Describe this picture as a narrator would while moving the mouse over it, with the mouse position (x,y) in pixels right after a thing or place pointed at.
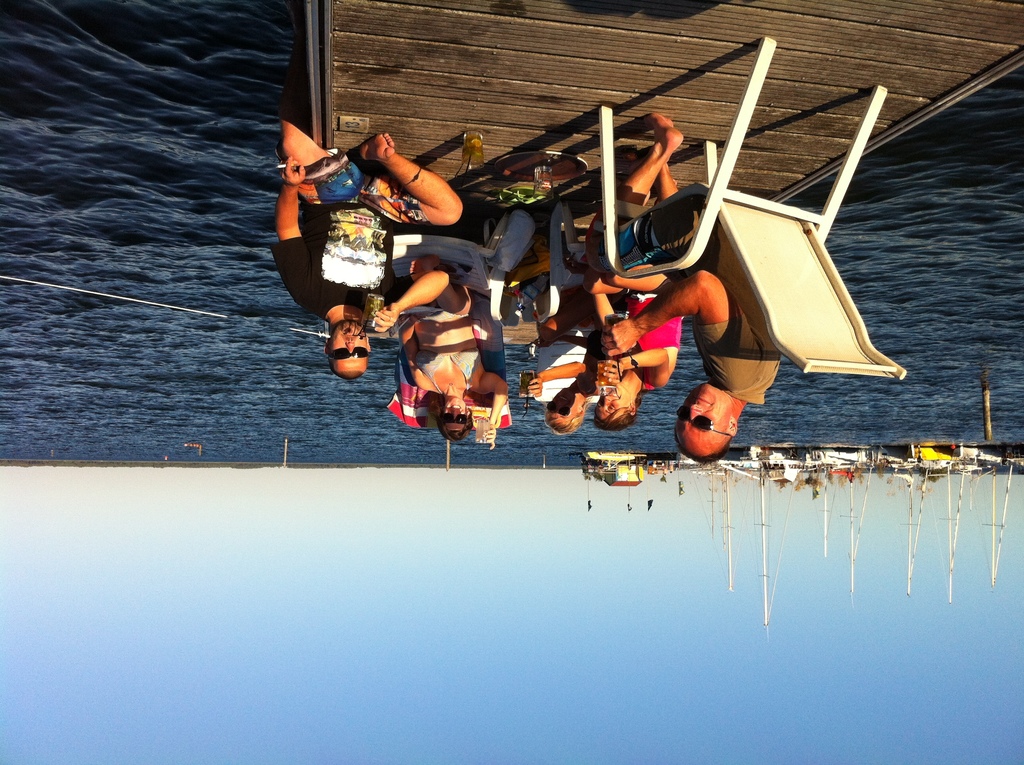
In this picture I can see there is a wooden bridge (488,77), there are a few people (637,184) sitting on the chairs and there are boats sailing on the water (194,380) at the right side (826,487). The sky (605,620) is clear.
